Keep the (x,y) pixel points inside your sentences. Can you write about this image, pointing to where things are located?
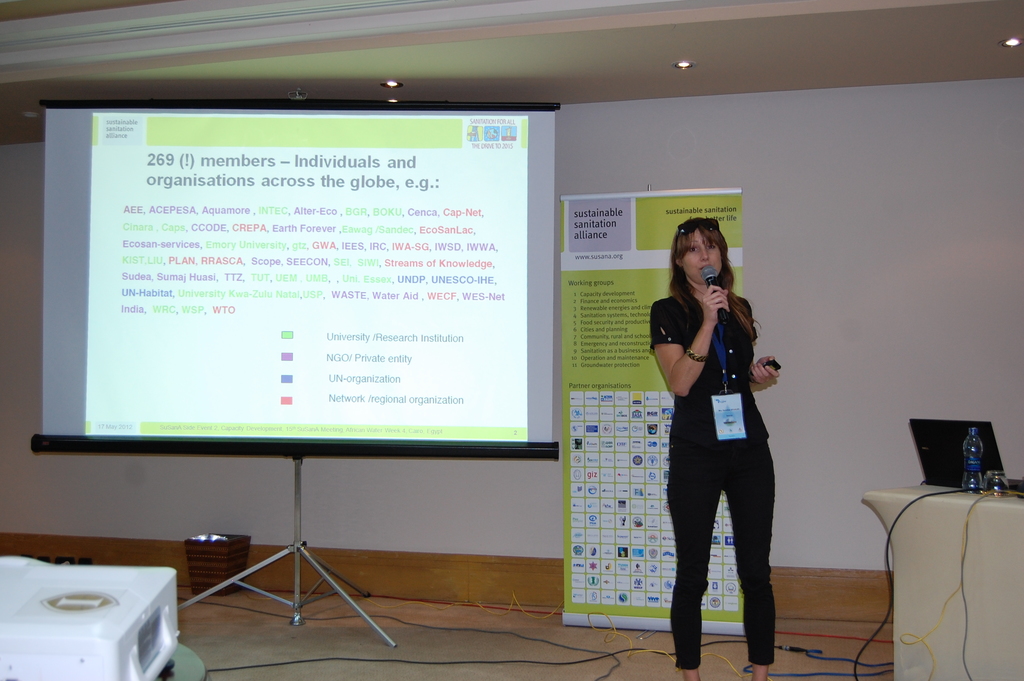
In this image we can see a woman (697,550) is standing. She is wearing black color dress (727,455), ID card (737,427) in her neck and holding mic (713,293) in her hand (706,305). Behind her, one banner (620,381) and screen (328,400) is there. To the right bottom of the image (943,588) one table (986,564) is there. on table (957,500) bottles (970,466), laptop (947,443) and wires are there. To the left bottom of the image (138,631), projector (113,630) is there. Behind the screen (268,444), one dustbin (219,556) is present and wires (594,652) are there on the floor (546,657).
